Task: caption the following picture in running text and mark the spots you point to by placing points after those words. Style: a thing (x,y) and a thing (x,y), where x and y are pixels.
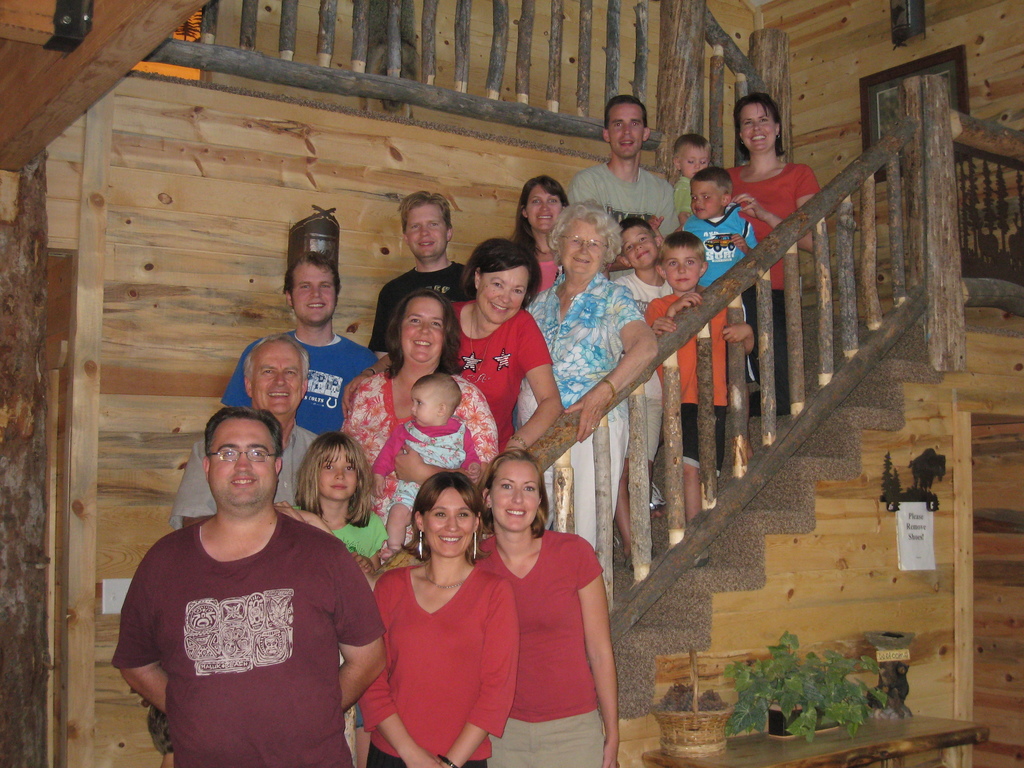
In this image I can see number of people (516,466) are standing. I can also see smile on most of their faces (759,124) and I can see most of them are wearing t shirts (249,721). I can also see few of them are wearing specs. Here I can see few plants (793,704), stairs (909,358), railings (895,273), a white colour paper (904,535) and on this paper (913,518) I can see something is written.
